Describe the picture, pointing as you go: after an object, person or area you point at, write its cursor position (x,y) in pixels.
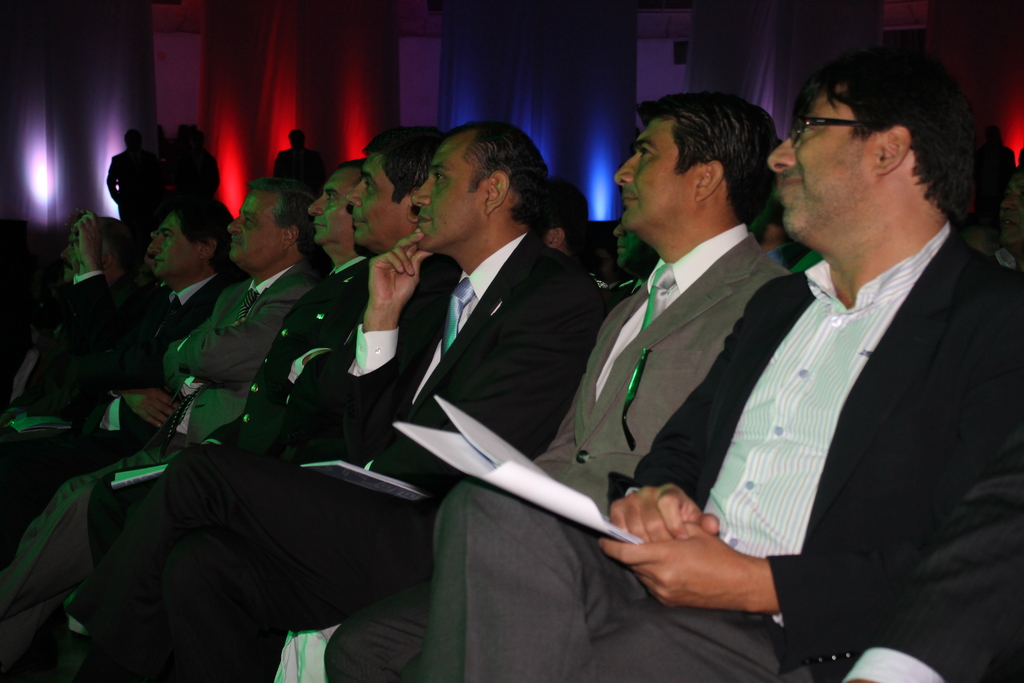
In the picture I can see people (487,383) among them some are sitting and some are standing on the floor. Some people (474,491) in the front (483,506) are holding some objects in hands (694,558). In the background (106,106) I can see lights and curtains (232,99).
